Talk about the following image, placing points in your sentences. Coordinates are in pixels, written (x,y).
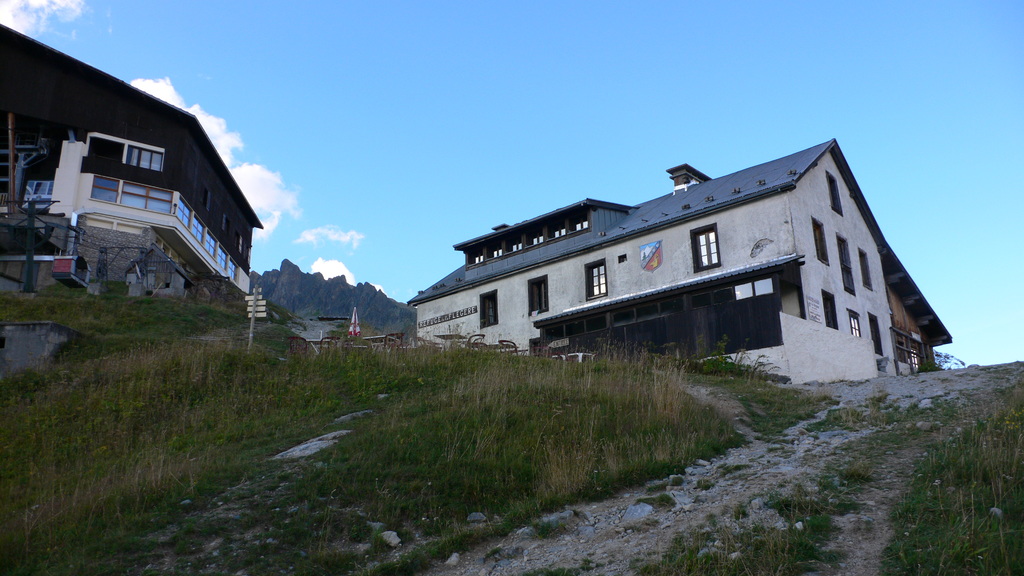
In this picture we can see buildings (70,157) with windows (481,258), grass (604,436), umbrella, mountain (346,293) and in the background (343,95) we can see sky (343,95) with clouds (344,228).
